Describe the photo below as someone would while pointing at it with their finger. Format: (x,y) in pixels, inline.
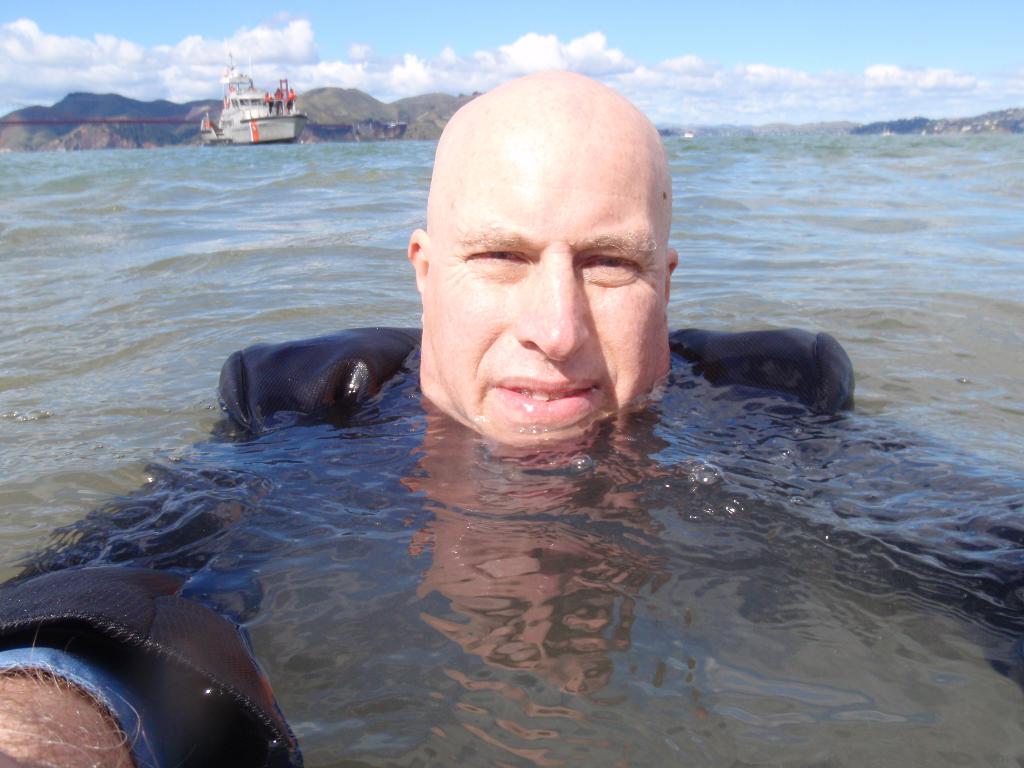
The man (342,372) in front of the picture wearing blue jacket (281,388) is in the water (482,621) and I think he might be swimming and taking photo. Behind him, we see a steamer (288,117) and in the background (15,112), there are hills (16,126). At the top of the picture (708,61), we see the sky (610,68) and clouds (779,104).
